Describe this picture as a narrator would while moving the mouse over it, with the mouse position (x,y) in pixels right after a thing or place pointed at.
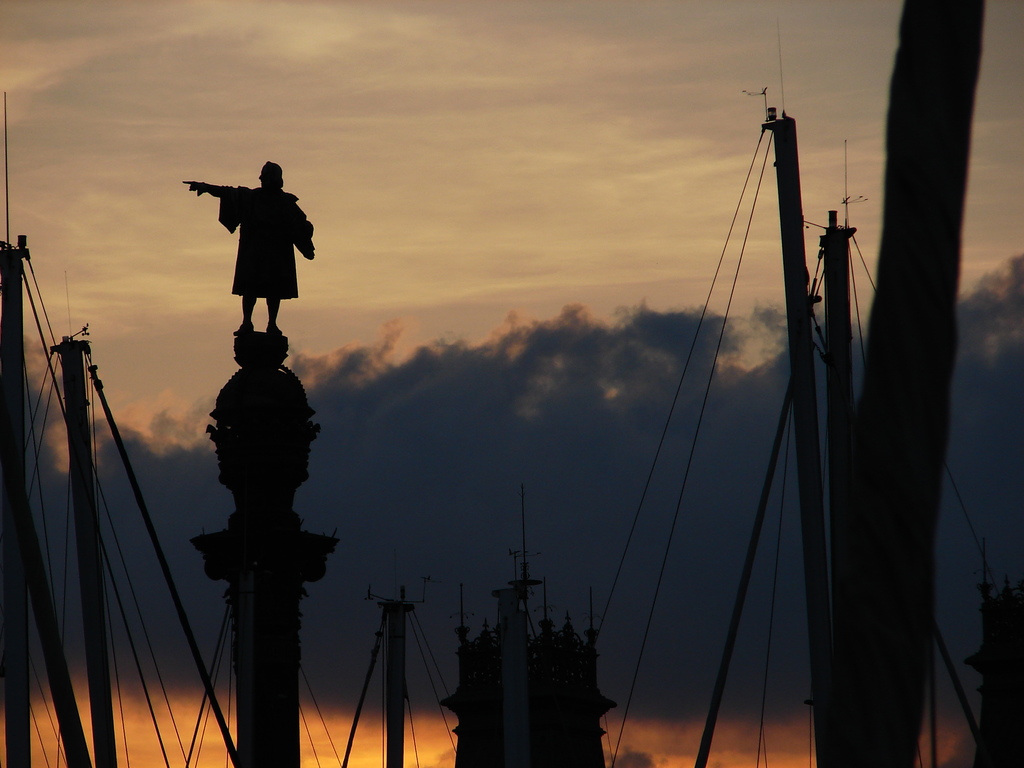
In the image in the center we can see poles (510,719), wires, statue (290,286) and few other objects (497,715). In the background (600,138) we can see the sky (588,54) and clouds (557,348).
